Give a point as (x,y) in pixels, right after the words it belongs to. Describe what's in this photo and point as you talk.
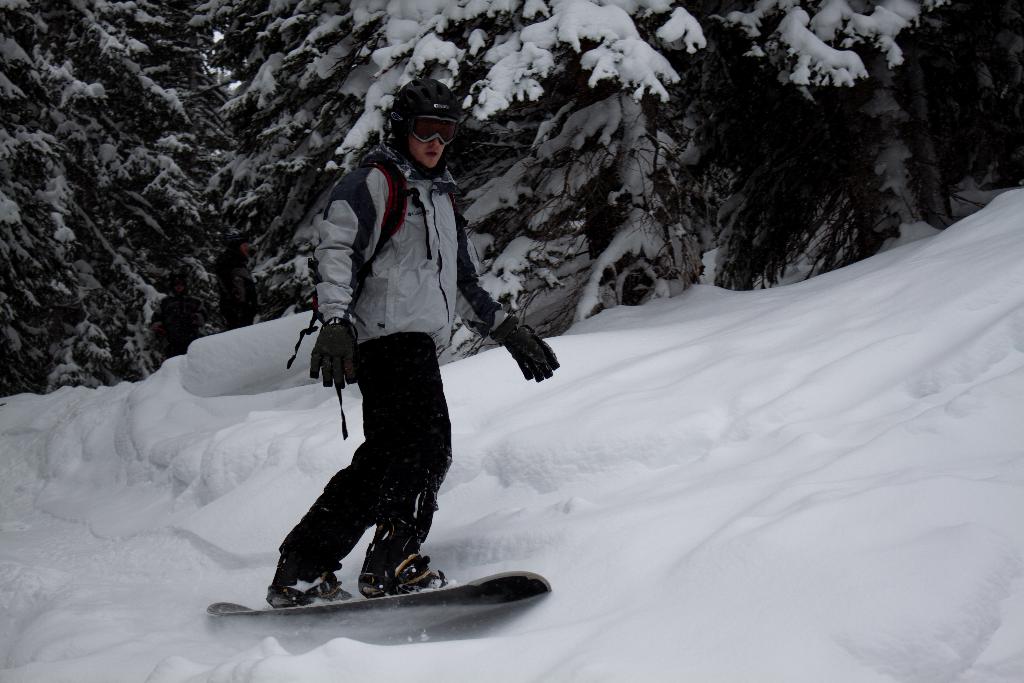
In this picture we can see a person (376,366) wore helmet (406,106), goggle (428,118), gloves (543,357), shoes (299,598) and standing on a snowboard (406,594) and in the background (513,369) we can see snow (732,336), trees (140,201).
